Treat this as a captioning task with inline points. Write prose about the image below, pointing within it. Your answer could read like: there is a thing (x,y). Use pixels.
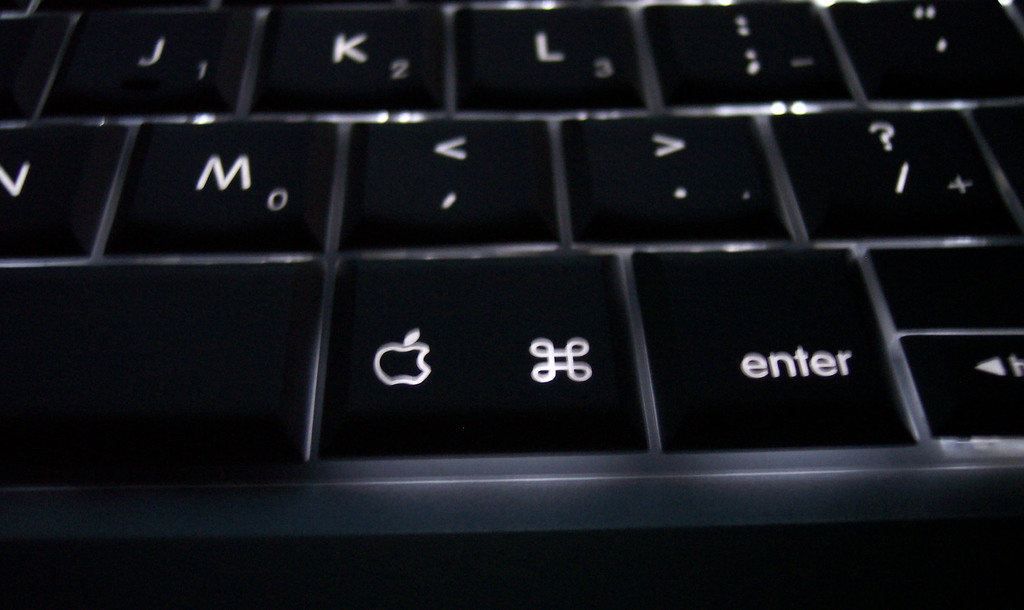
In this image we can see a keyboard (346,34) with some letters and symbols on it.
